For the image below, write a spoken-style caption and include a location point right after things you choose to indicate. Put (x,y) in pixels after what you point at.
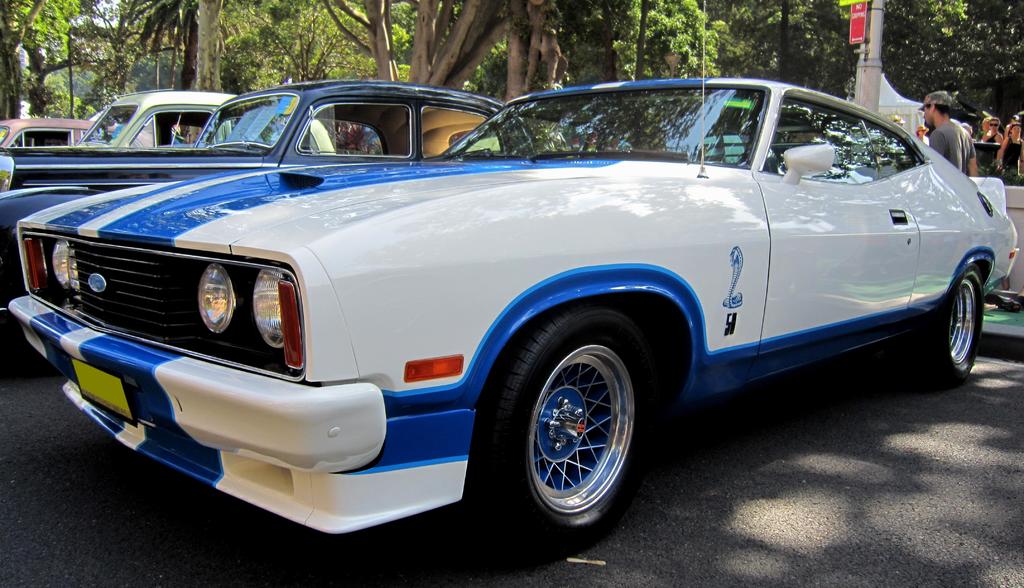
In this image we can see there are so many cars (652,292) parked on the road (882,385), behind that there are people (1014,136) standing and also there are so many trees (14,75) at back (757,25).
